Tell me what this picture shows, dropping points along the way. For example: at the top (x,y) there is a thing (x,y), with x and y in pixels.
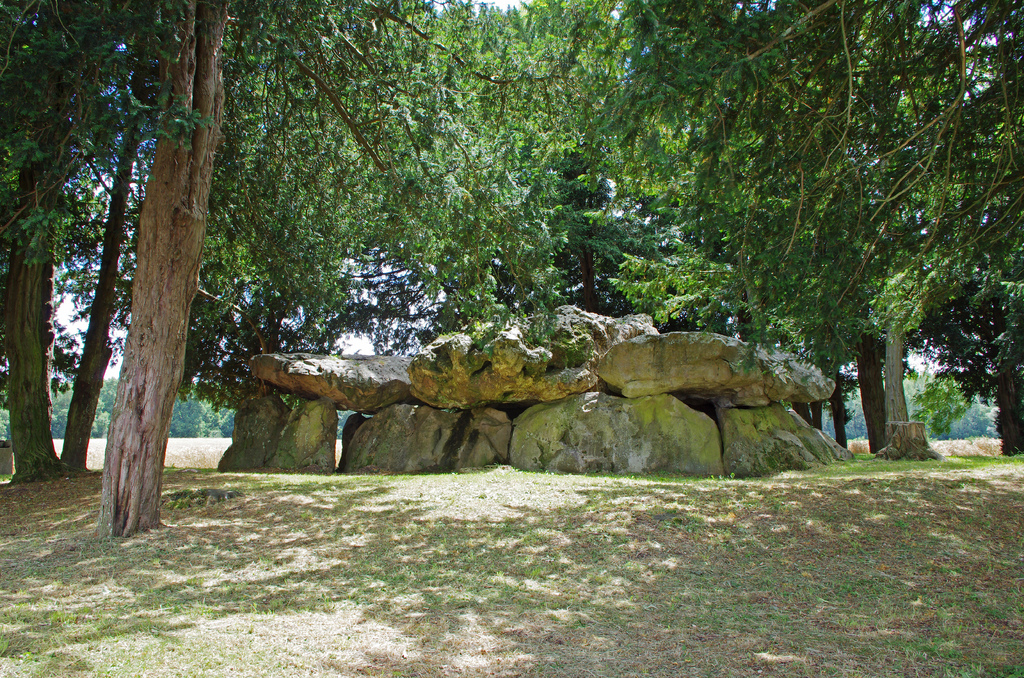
In this image we can see some rocks (596,441) in the middle of the image (614,444) and there are some trees (538,62) and grass (257,673) on the ground (728,545) and we can see the sky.
